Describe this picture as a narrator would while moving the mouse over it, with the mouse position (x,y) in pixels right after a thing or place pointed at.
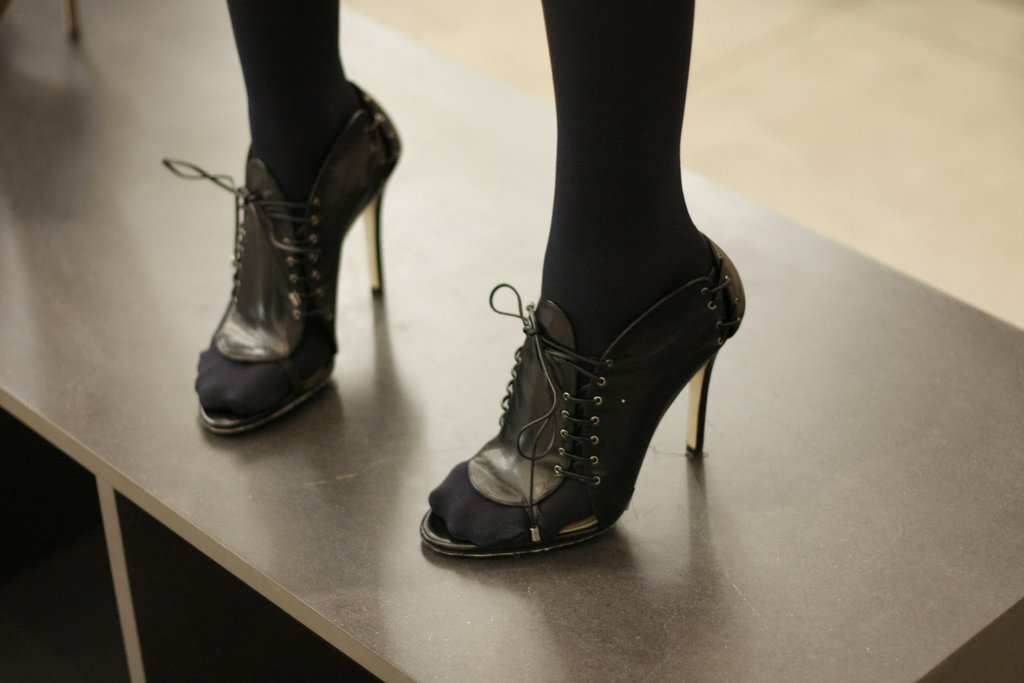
In this picture there is a table (94,331), on the table (909,283) there are legs (325,117) of a person (590,222) wearing black socks (260,393) and sandals (589,395).
